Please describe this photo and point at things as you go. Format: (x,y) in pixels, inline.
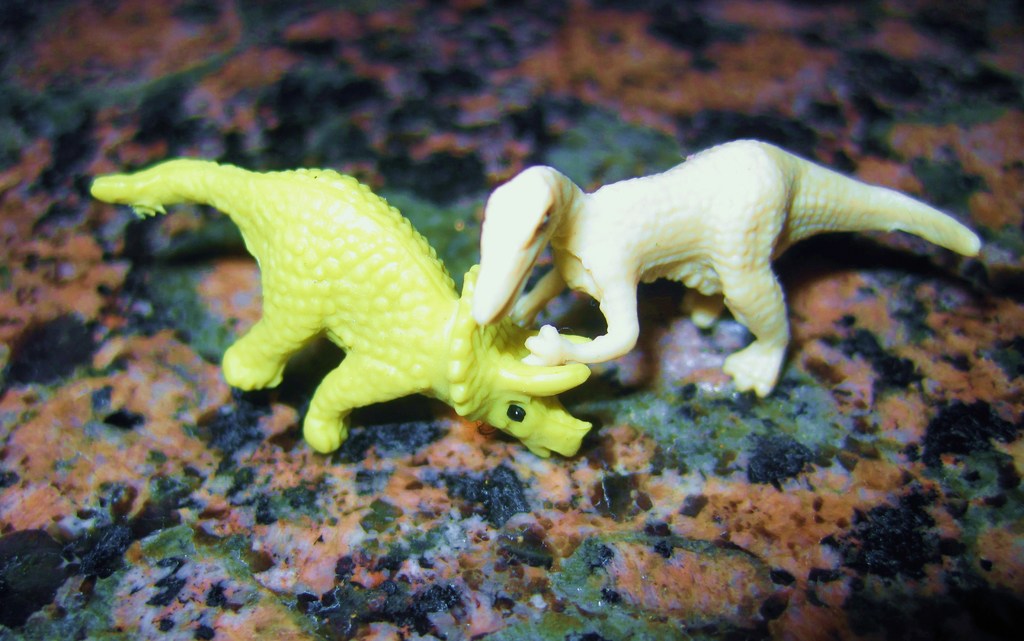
In this picture we can see toy animals (729,164) on the surface (233,280).
